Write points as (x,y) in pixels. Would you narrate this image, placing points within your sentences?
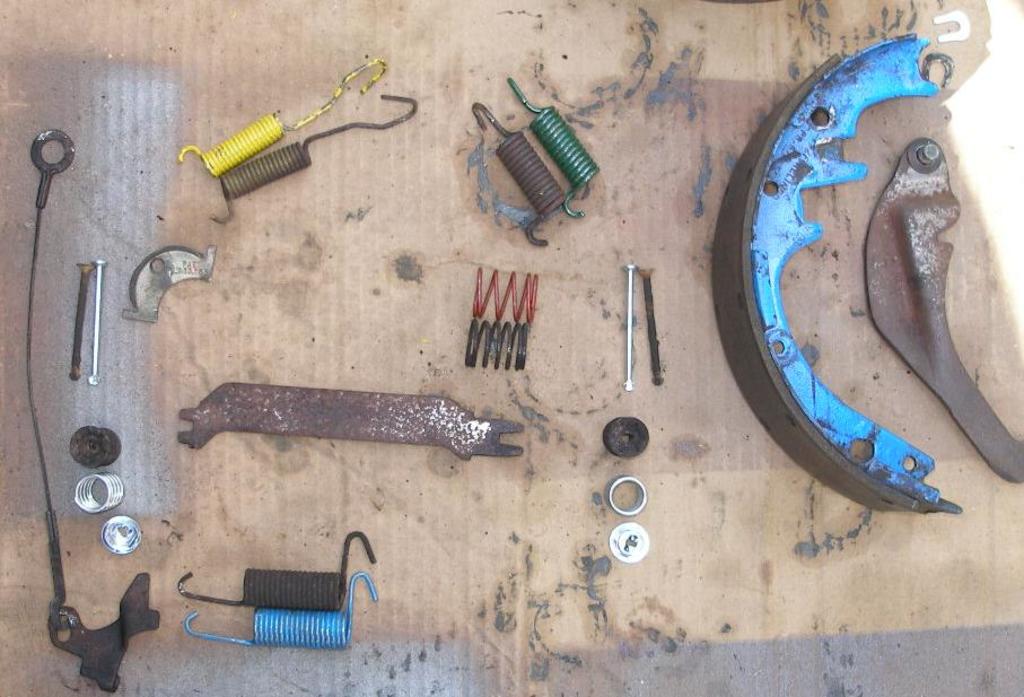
In this image we can see some metal tools (522,341) and some other objects (855,467) and these are placed on a surface (541,658) which looks like a table (762,23).
